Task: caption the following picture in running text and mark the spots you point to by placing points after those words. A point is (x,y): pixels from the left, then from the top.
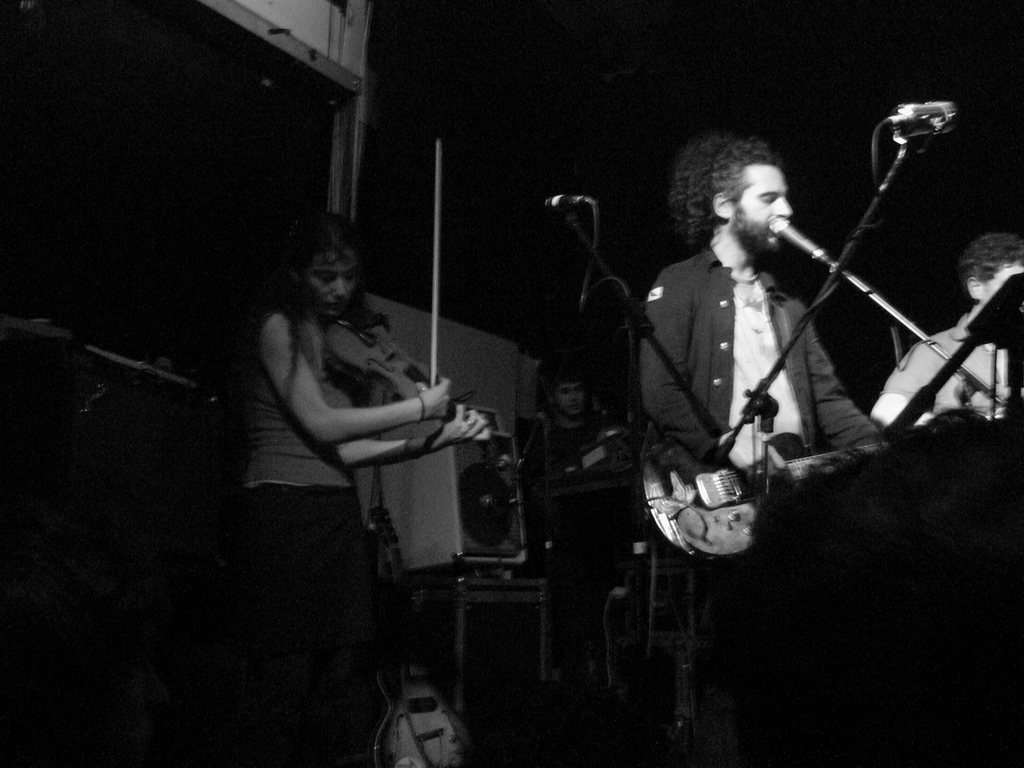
There are three members (351,434) standing in the picture. Everyone is having a microphone (562,198) and stands (931,389) in front of them. There is a girl (368,452) who is playing the violin (339,340) and a man (748,310) playing a guitar (713,519). There are some equipment (530,591) in the background (496,523).
